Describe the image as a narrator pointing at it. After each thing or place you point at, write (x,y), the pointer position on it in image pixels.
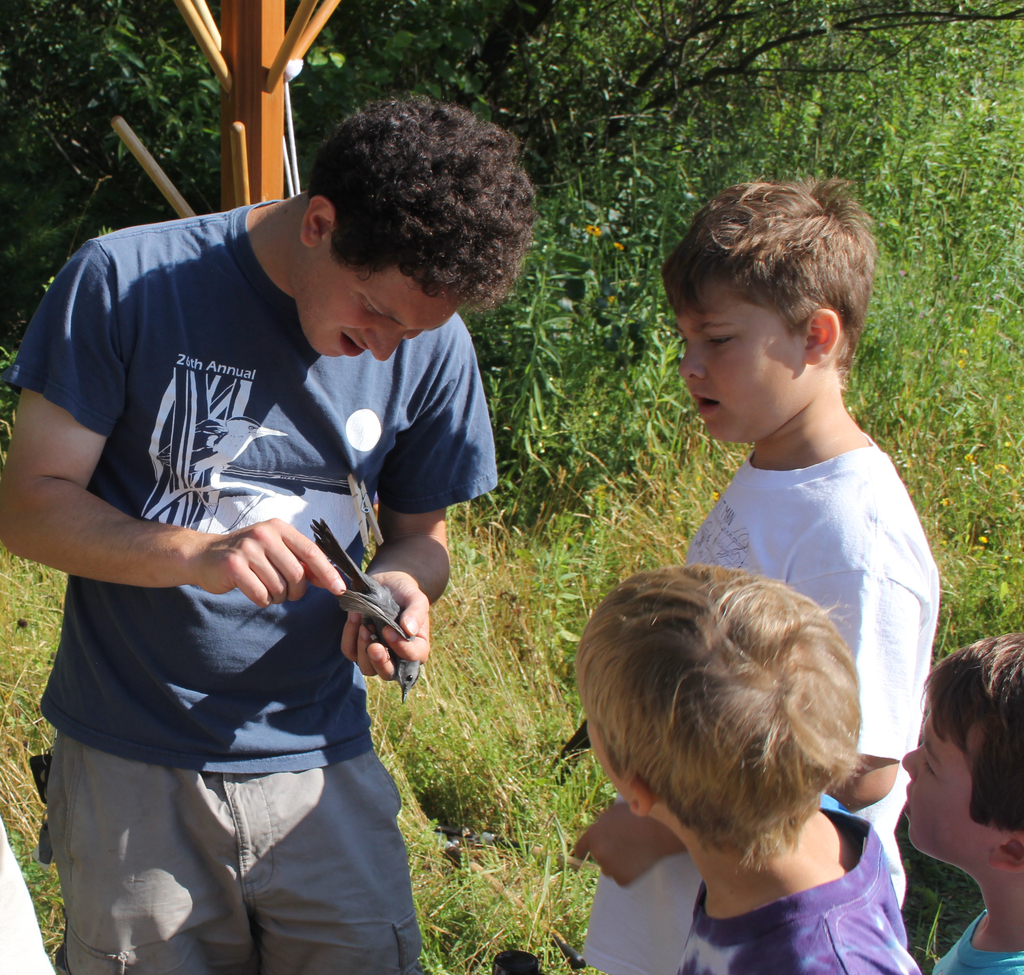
In this image there is a person (240,448) holding a bird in his hand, in front of the person (260,505) there are three kids (617,607) standing and watching, behind them there are trees (536,155) and grass (380,735) on the surface (408,716).
